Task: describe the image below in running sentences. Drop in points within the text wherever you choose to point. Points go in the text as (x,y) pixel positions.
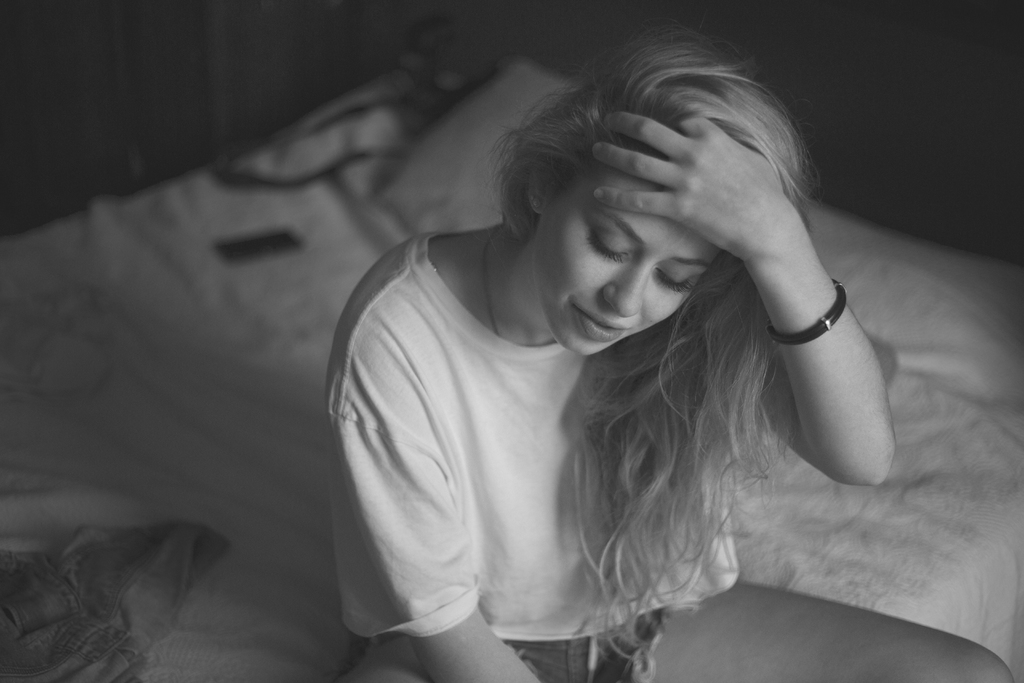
in the picture we can see woman (443,275) sitting on the bed (110,314) by keeping her hand (758,168) on the hair (776,96).
